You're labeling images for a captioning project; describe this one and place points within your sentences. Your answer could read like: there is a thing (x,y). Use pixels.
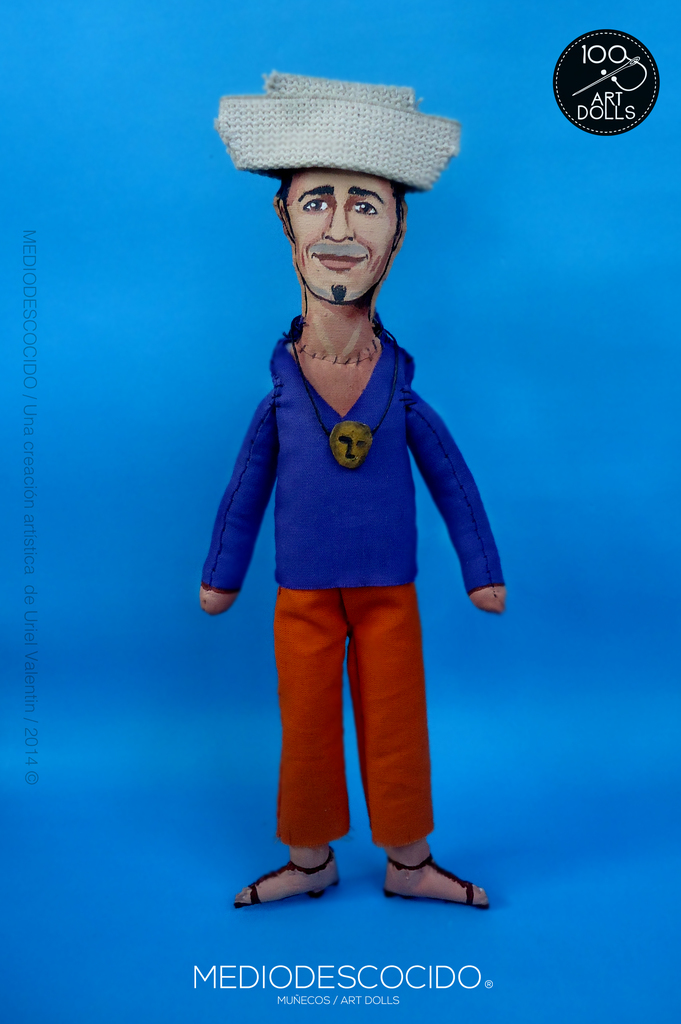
In this picture I can see the animated person (438,416) who is wearing hat (311,164), t-shirt (319,440), trouser (356,681) and sandal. At the bottom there is a watermark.
